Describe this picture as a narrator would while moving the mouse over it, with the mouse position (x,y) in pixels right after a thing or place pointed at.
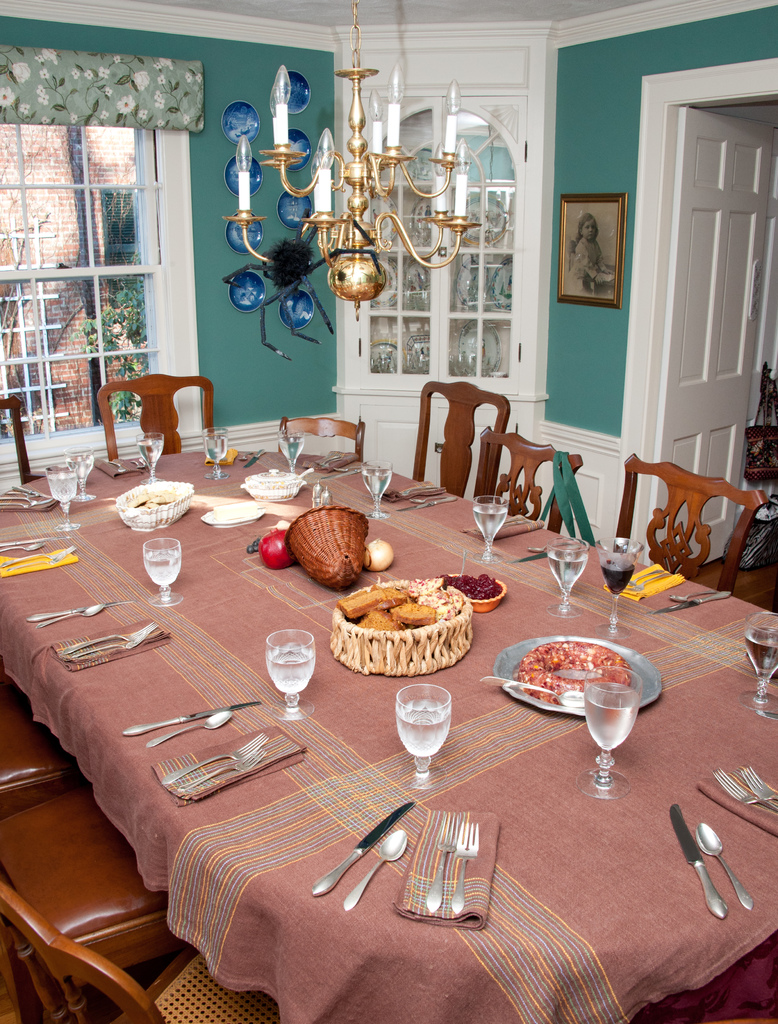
In the picture we can see in a house (634,407) with a table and table cloth (702,821) on it and on it we can see some plates (131,499) of food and glasses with water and some forks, spoons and knives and in the background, we can see a door (734,289) which is white in color and beside to it, we can see a window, and to the wall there is a photo frame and to the ceiling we can see a candle stand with candles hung to it.
